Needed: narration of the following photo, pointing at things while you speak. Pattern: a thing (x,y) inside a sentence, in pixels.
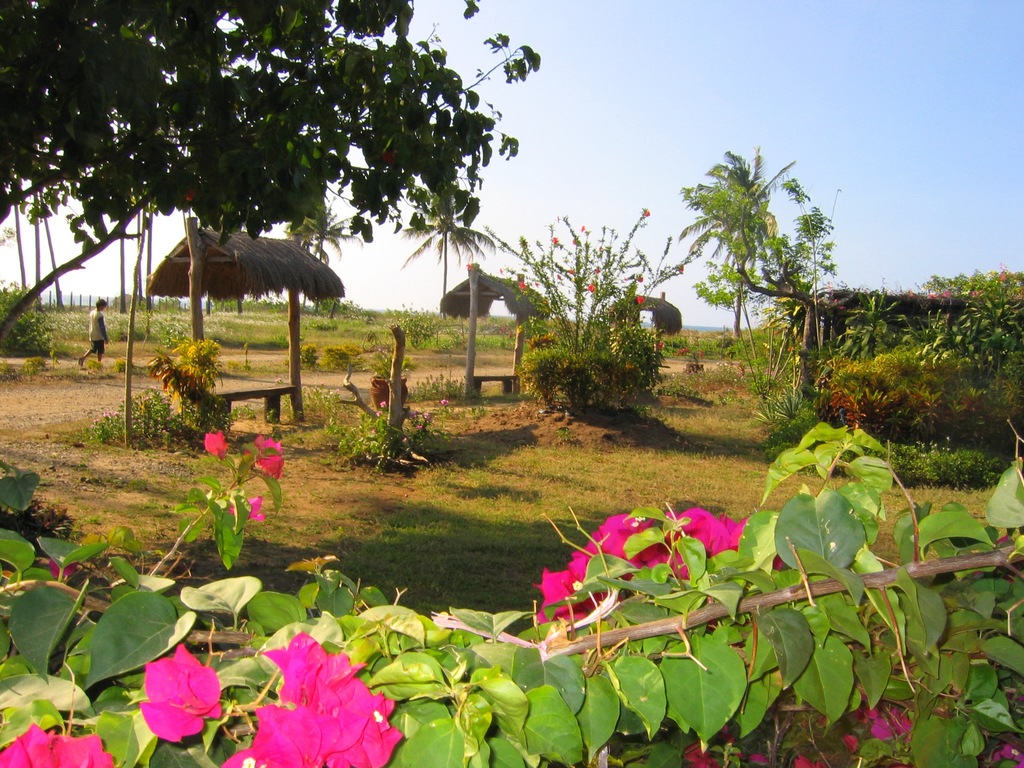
In this image there are plants (561,638) in the front (630,631). In the center (647,453) there are tents (475,339) and there's grass (340,337) on the ground (349,329). In the background (95,328) there is a person (100,340) walking. On the left side (145,128) in the front (190,113) there is a tree (268,130). On the right side (786,286) there are trees (813,310) and in the background (85,298) there is a fence (125,301).
